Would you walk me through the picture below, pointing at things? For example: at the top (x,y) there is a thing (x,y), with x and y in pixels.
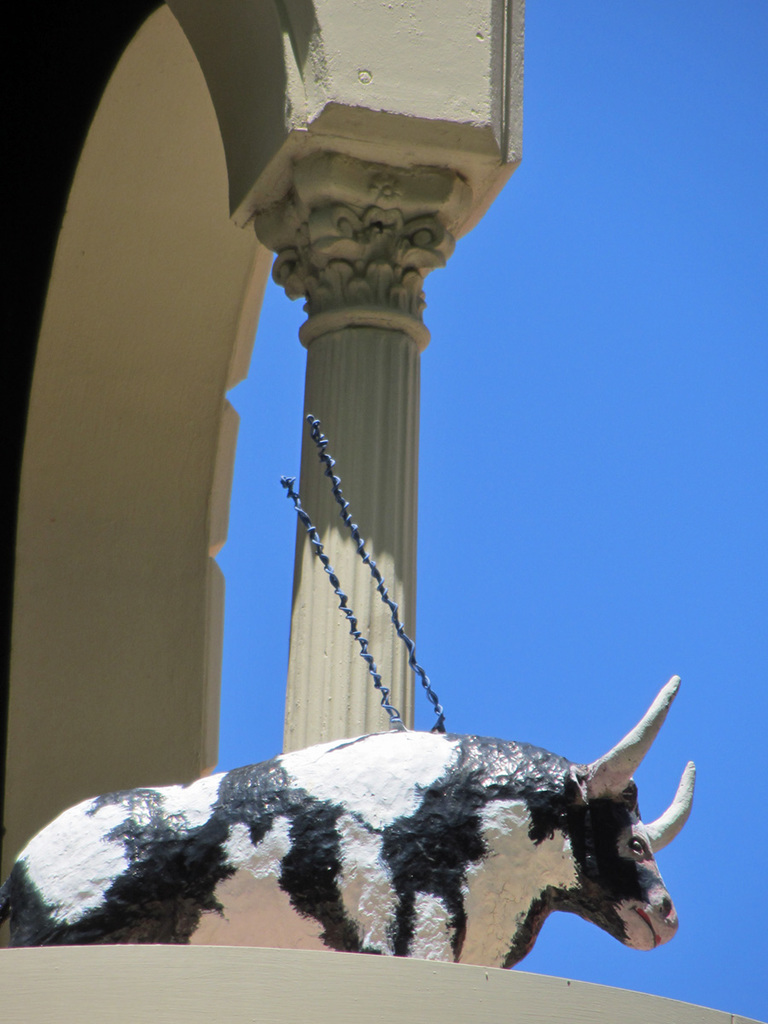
In this image in the center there is one statue of a bull (412,819), and in the background (369,430) there is a pillar (339,280) and building (138,1018) and at the top (586,176) there is sky (543,365).
